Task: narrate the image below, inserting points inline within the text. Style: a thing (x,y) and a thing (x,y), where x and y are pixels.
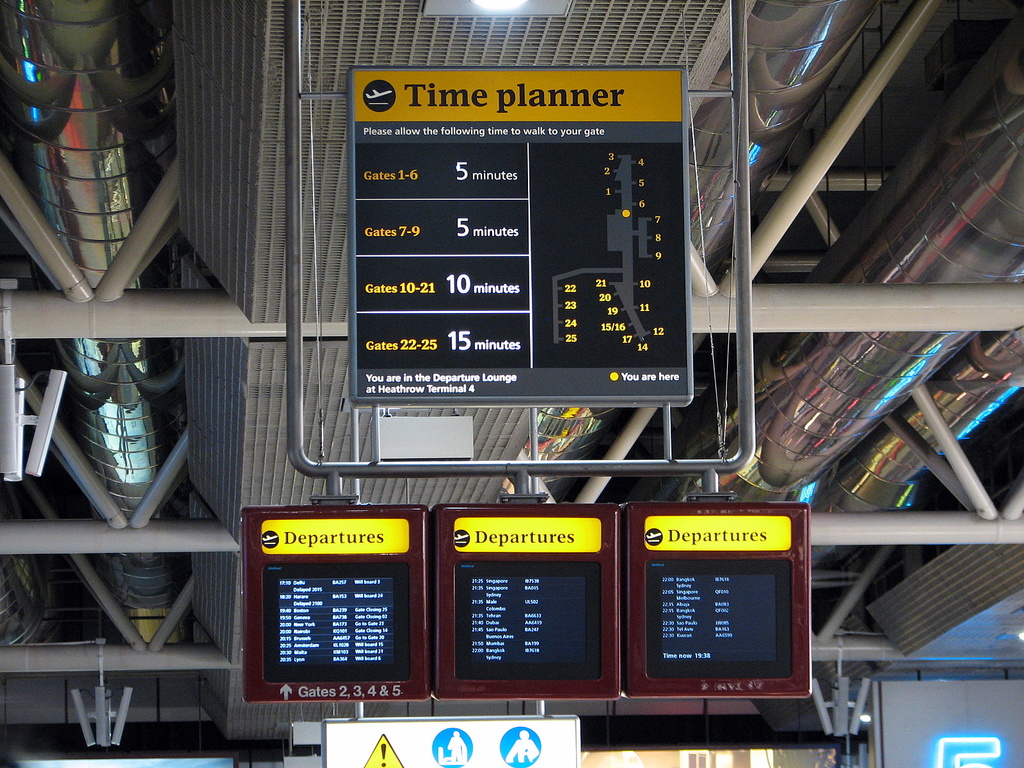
In this image we can see boards (552,594) and there are pipes (134,208). At the bottom (992,523) there are rods (103,648). At the top (481,13) there is a light (478,12).
